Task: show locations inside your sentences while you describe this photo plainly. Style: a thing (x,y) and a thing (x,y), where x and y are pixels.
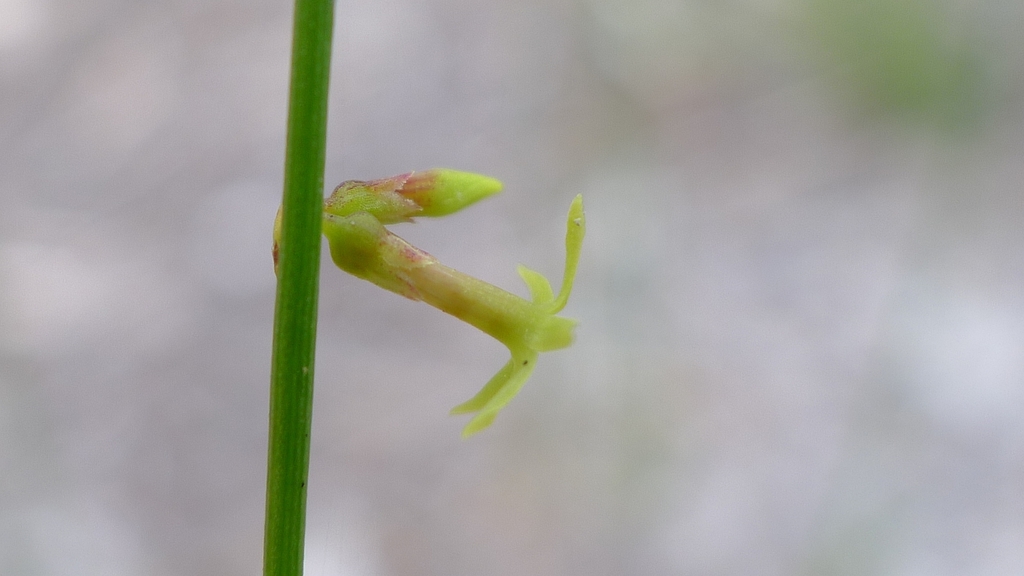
In this image, we can see a plant stem (314,42) with some buds (458,209). We can also see the blurred background (762,24).
